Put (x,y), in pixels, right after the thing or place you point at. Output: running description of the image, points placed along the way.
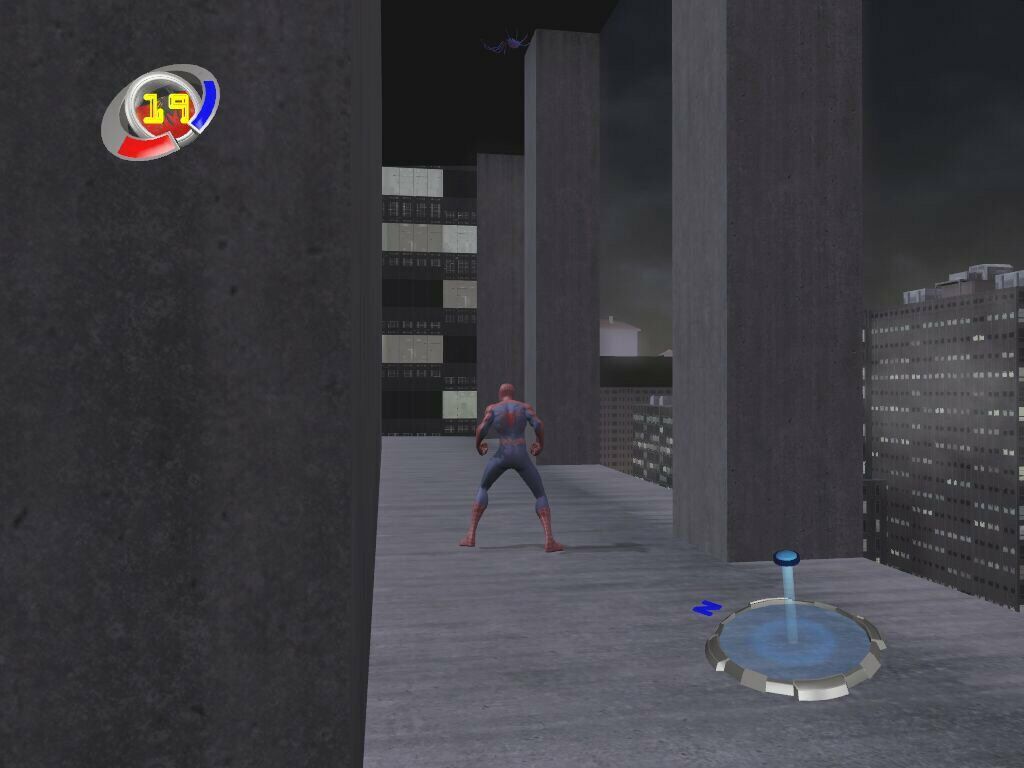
This looks like an animated image. Here is a person (488,503) with a spiderman costume (514,423) and standing. This looks like a direction pole (787,603). These are the pillars (562,264). I can see the buildings (931,341) with the windows (928,496) and lights (938,381).
